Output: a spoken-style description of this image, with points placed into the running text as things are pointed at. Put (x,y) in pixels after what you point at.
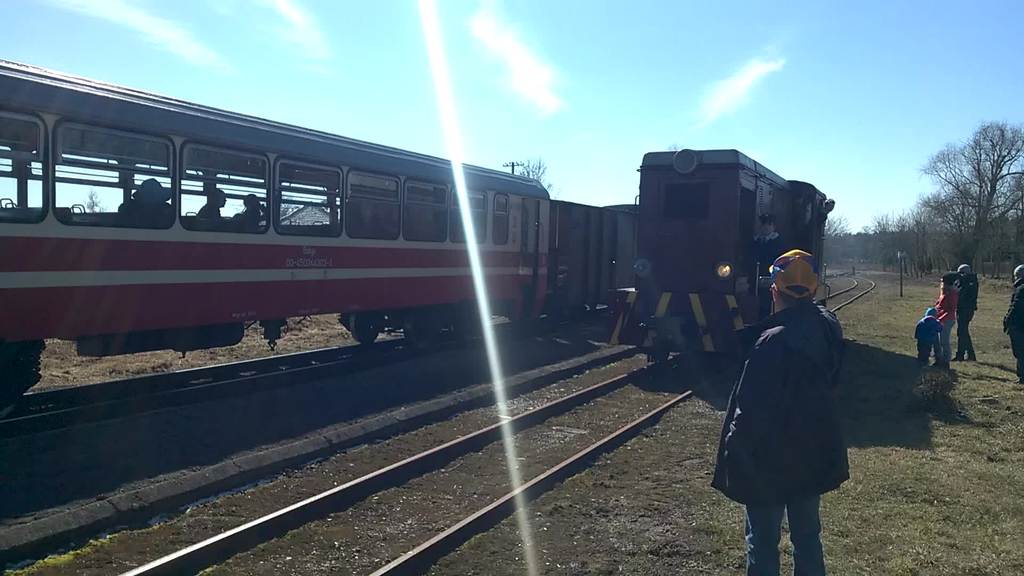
In this image in the center (627,315) is one train (240,287), in the train (299,209) there are some people (211,205) who are sitting. At the bottom (520,489) there is a railway track (488,495) and on the right side (809,345) there are some persons (779,365) who are standing and in the background (868,230) there are some trees (969,158). On the top of the image (527,119) there is sky (726,61).
